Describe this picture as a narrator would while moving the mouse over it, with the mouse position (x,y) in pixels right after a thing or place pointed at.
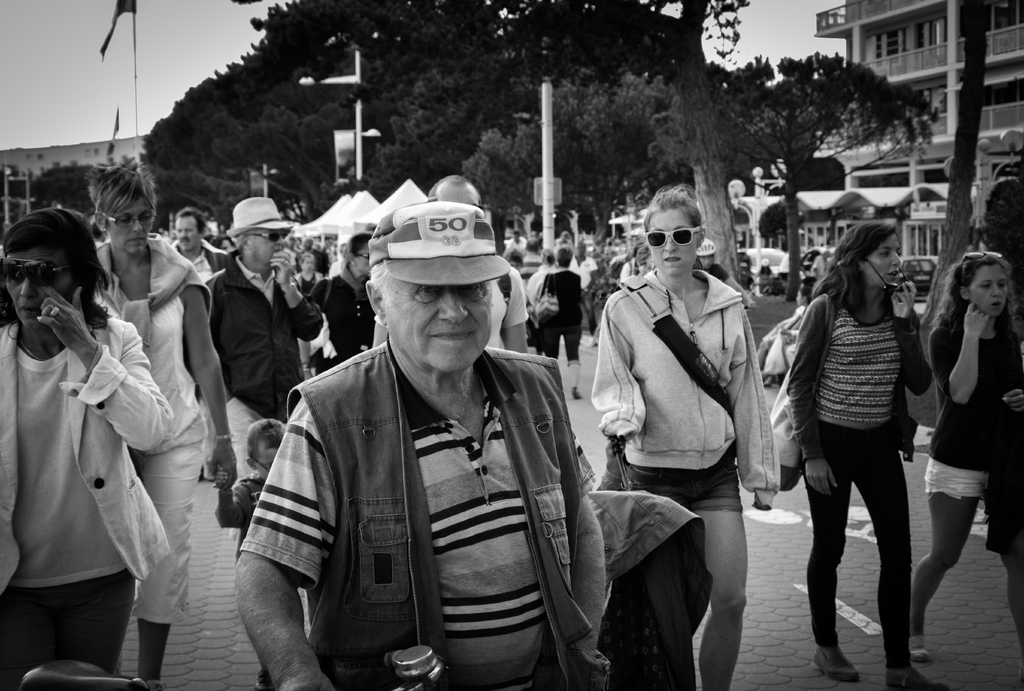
In this picture I can see number of people (443,218) who are on the path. In the background (191,142) I can see the poles (544,88), trees (611,98), few buildings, cars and the sky (227,51). I see that this is a black and white picture.
